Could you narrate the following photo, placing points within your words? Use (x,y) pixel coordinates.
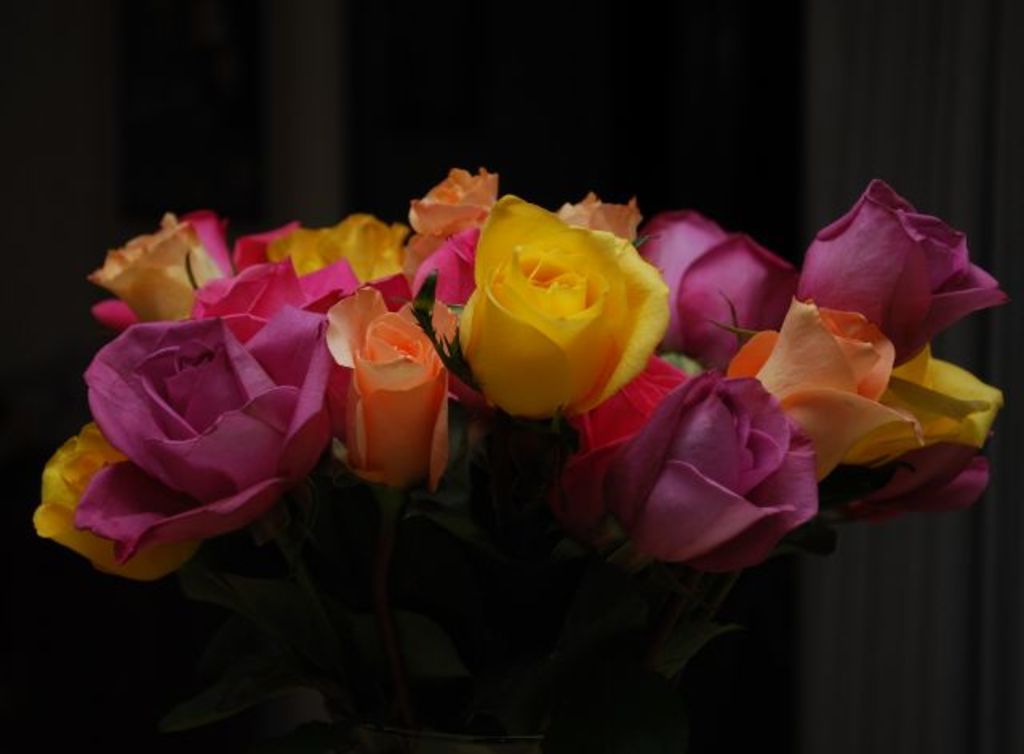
In the image we can see a flower bouquet (399,508), in it there are many flowers (399,448) of different colors and the background (731,93) is dark.
